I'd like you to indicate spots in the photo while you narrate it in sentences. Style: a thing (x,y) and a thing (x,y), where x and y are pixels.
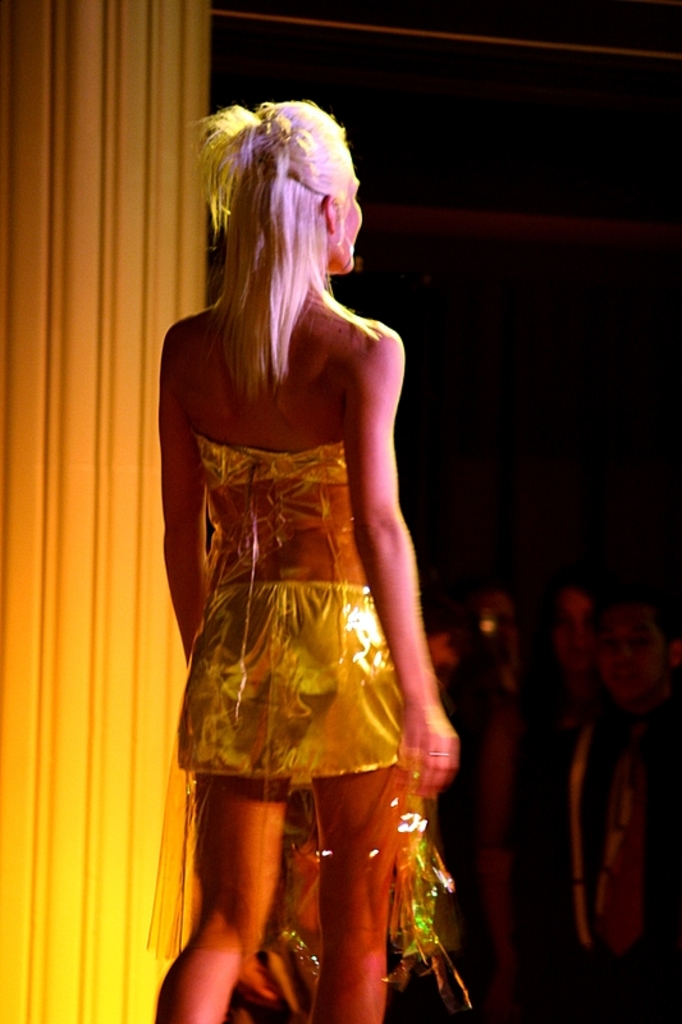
In this image there is a woman (355,992) walking. Behind her there is a pillar (86,488). The background (477,394) is dark. To the right (530,694) there are a few people (550,723) standing.
